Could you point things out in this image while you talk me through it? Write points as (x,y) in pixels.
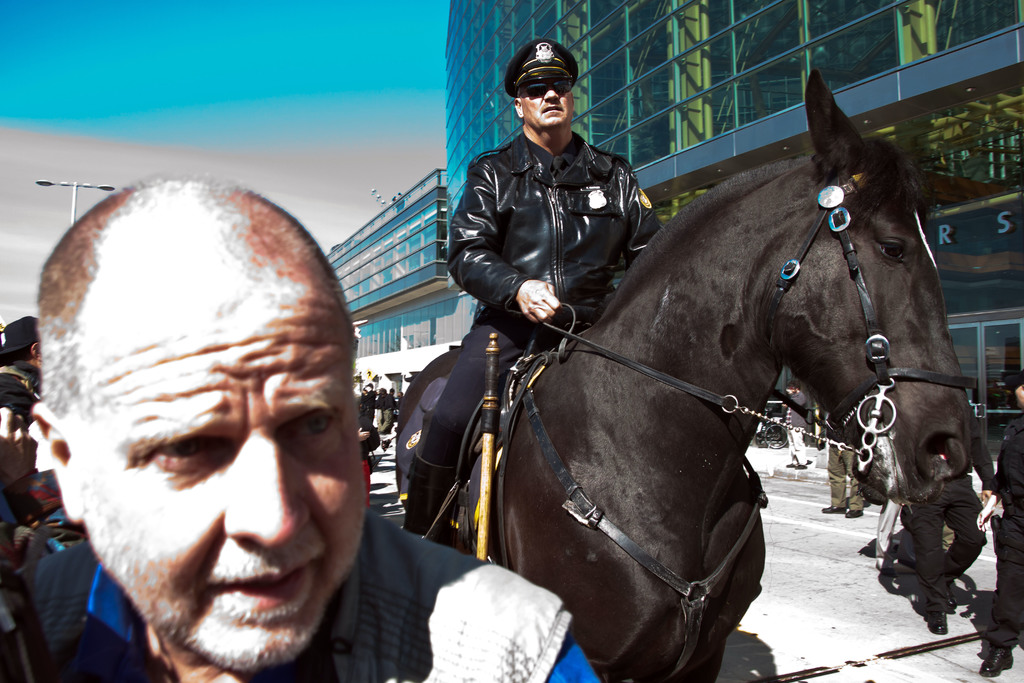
In the middle of the image (611,274) a man (552,76) is riding horse (629,577). Top right side of the image (985,141) there is building (966,154). Top left side of the image (199,164) there is a sky (4,308). Bottom left side of the image (131,657) there is a man (248,301). Bottom right side of the image (898,509) a few people (998,658) are standing.
